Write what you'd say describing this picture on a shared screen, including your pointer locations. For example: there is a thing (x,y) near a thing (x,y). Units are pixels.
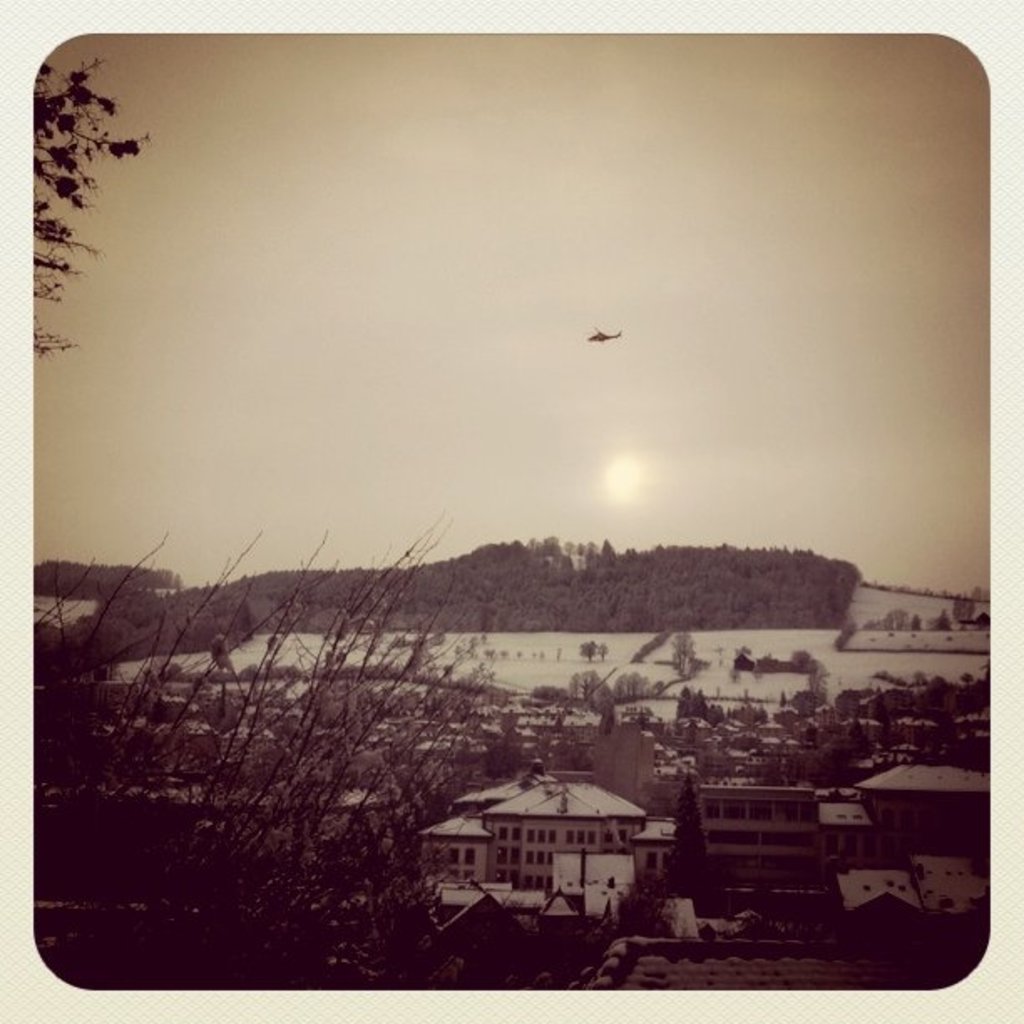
In this picture we can see buildings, trees (336,815) and in the background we can see a helicopter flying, sky (884,124).
